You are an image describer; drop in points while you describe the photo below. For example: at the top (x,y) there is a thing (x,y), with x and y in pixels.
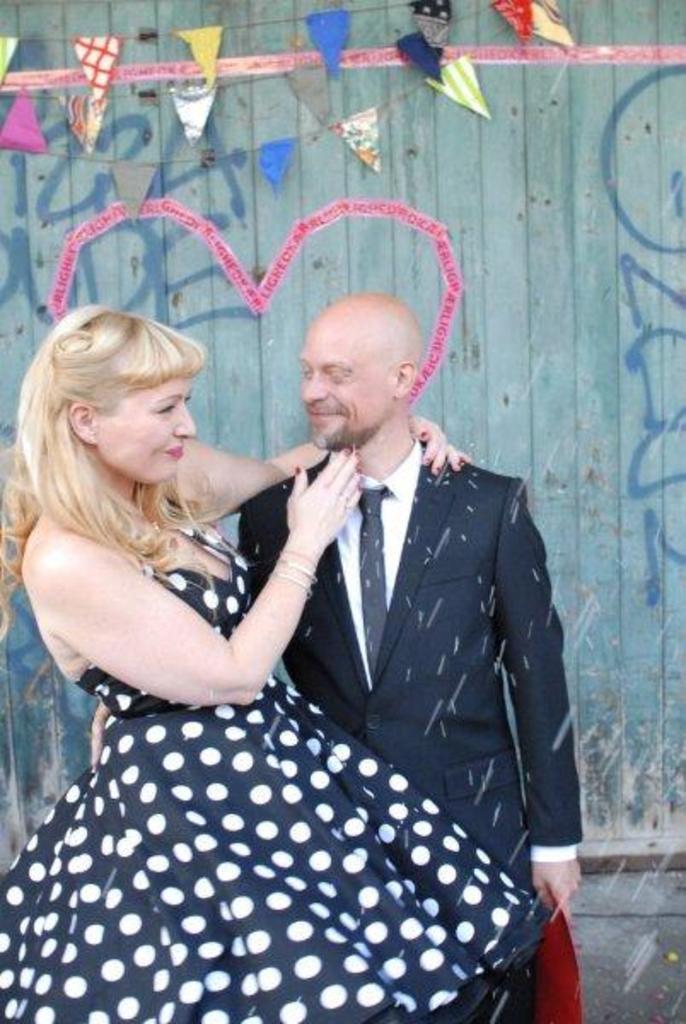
In this image we can see a man (410,374) and a lady (141,752) standing and smiling. In the background (576,329) there is a wall (552,236) and we can see decors (534,50) placed on the wall (507,302). We can see graffiti (644,272) on the wall (139,253).
